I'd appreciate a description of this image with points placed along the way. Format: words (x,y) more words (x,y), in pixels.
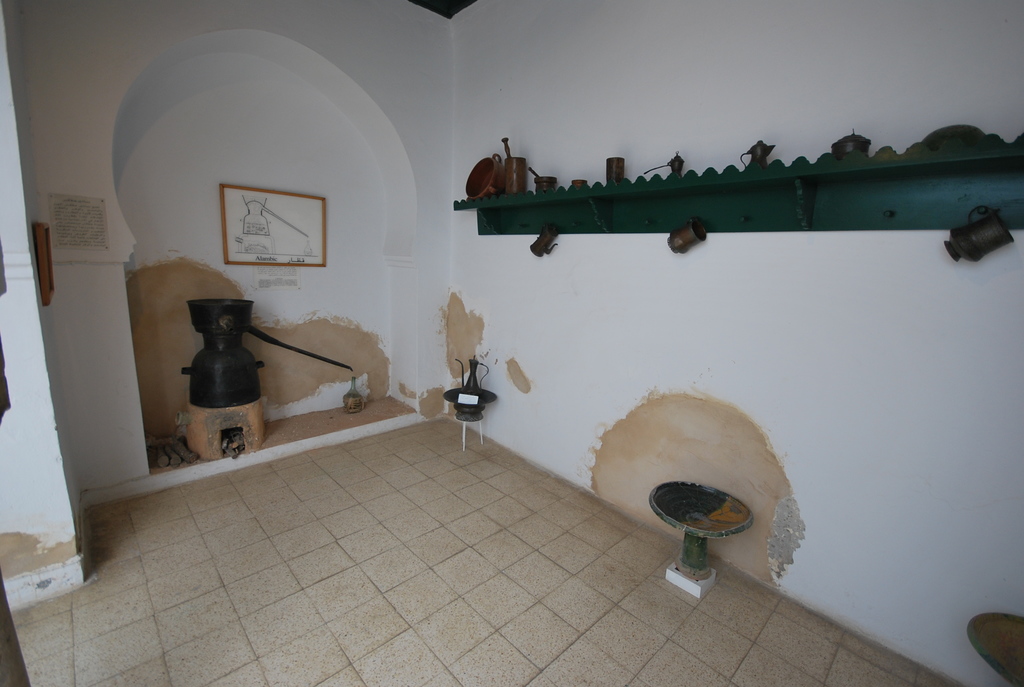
In this image there are a few objects (210,385) in a room (127,399), on the wall (141,287) there is a photo frame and a wooden platform (589,200) with some objects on it.
